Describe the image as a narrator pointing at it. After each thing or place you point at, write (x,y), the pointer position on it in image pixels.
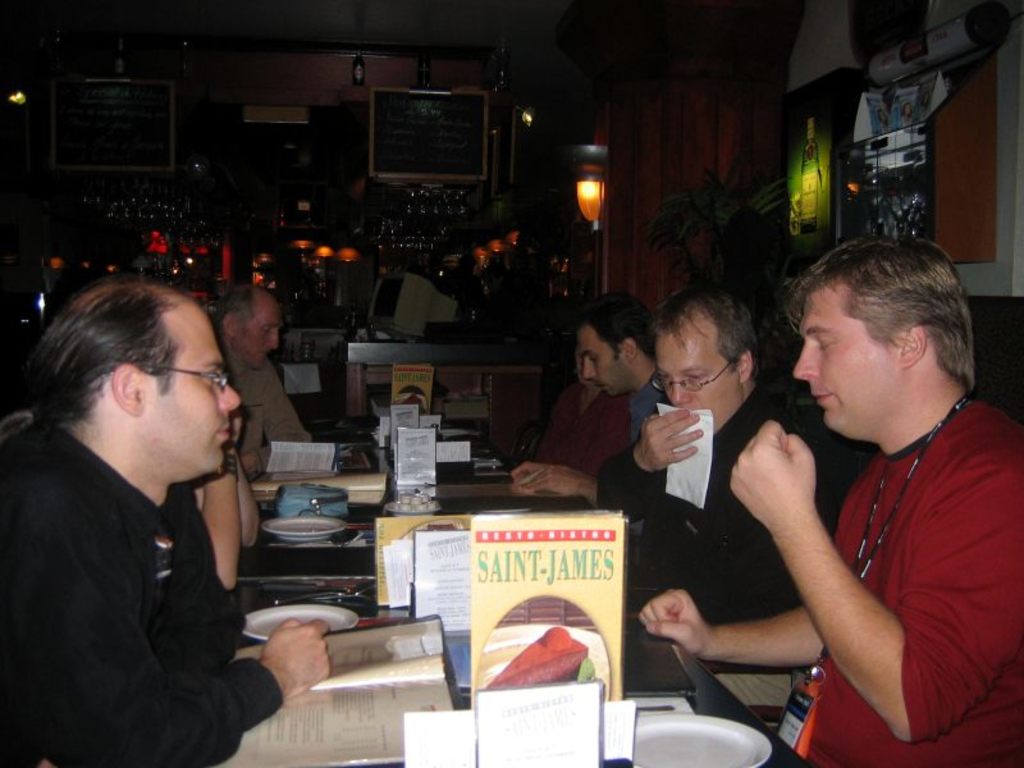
In this image I can see number of people (9,528) are sitting and I can see two of them are wearing specs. On the right side of the image (747,372) I can see one man (740,404) is holding a white colour tissue paper (660,405). In the centre of the image (550,501) I can see a table (284,578) and on it I can see number of boards (426,482), few plates (759,750), few books (359,632), few other things (414,498) and few spoons (371,590). I can also see something is written on these boards (433,465) and on these books (297,744). In the background (880,129) I can see few posters (866,113) on the wall (1018,87), a monitor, few lights (510,240), few boards (487,110) and number of stuffs (199,250). I can also see this image is little bit in dark.
